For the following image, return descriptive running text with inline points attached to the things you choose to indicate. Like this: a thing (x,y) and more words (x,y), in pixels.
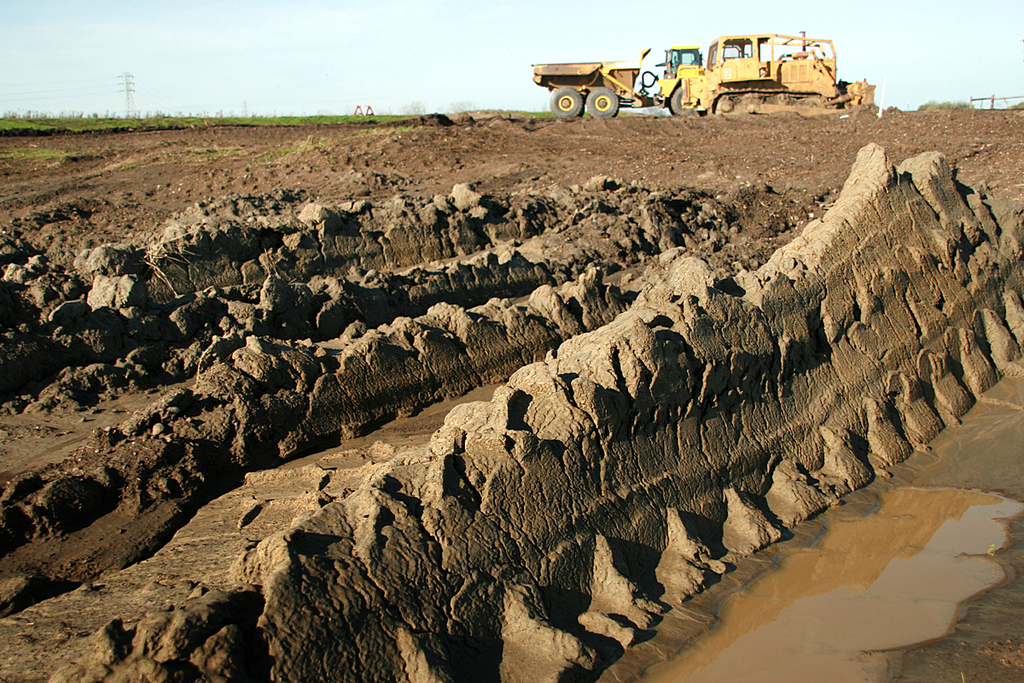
In the center of the image (474,367) we can see water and mud (436,452). In the background (196,37), we can see the sky (431,33), grass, two vehicles (745,65) and a few other objects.
